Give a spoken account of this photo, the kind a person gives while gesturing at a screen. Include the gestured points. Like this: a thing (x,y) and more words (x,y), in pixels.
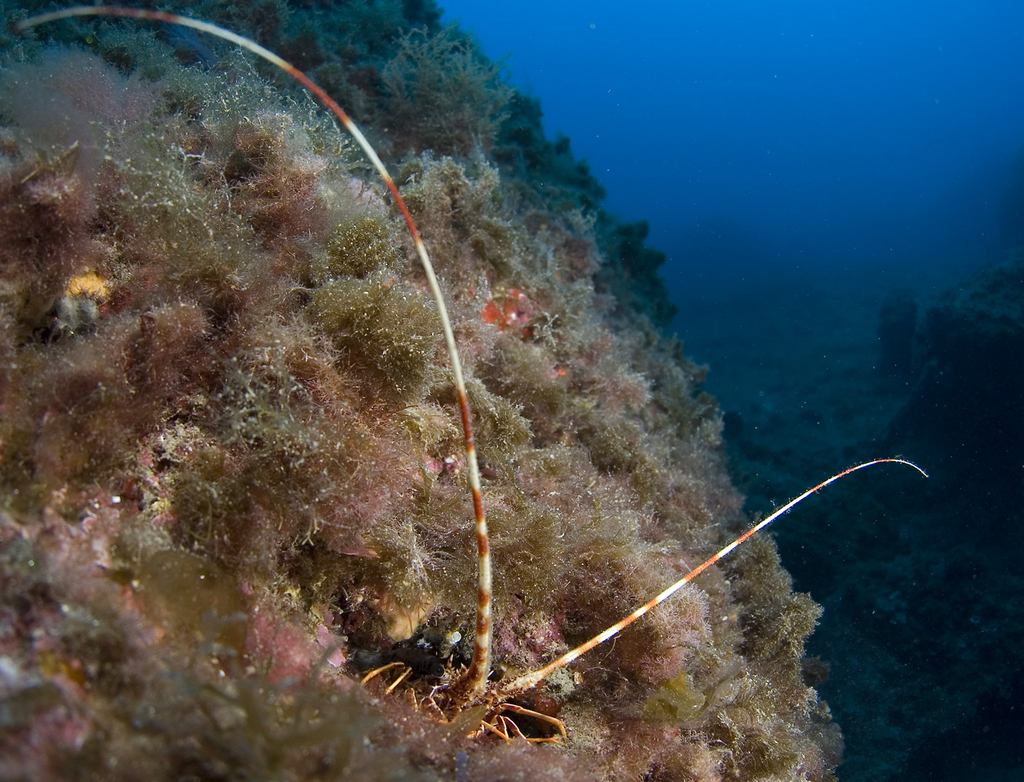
In this image we can see the inside view of water (582,152), we can see the plants (315,544), at the bottom (417,679) we can see an object (492,713).
